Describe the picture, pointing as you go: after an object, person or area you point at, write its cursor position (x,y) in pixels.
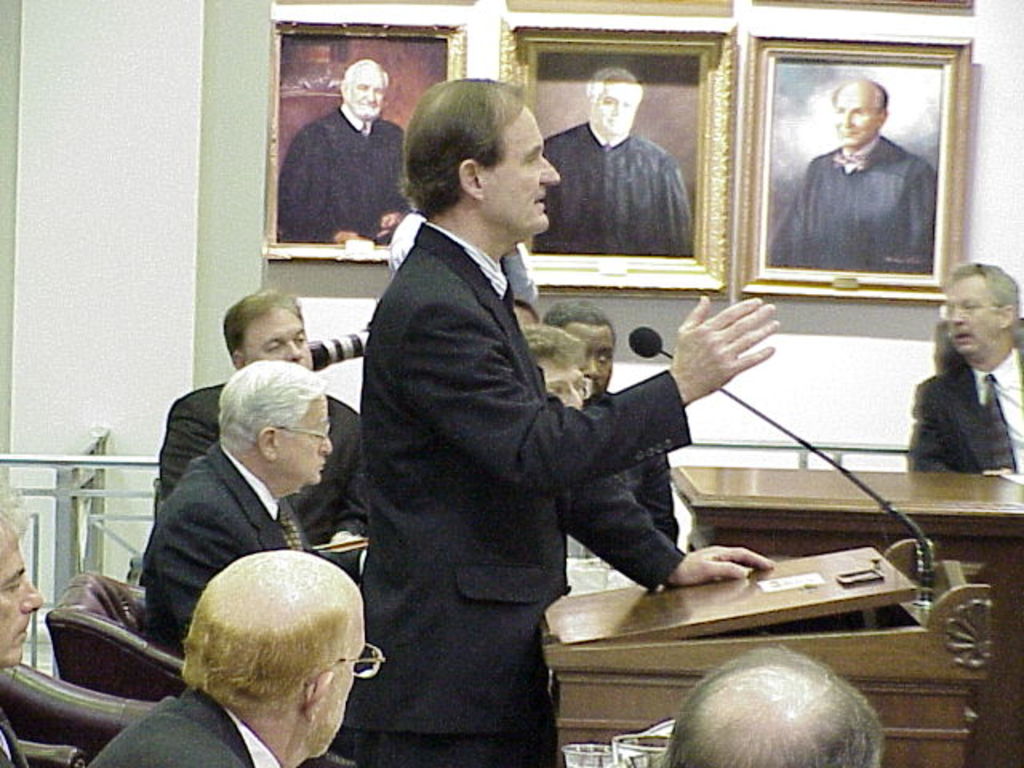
In this image we can see a man (703,566) standing and there is a podium (661,626) with a mic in front of him and there are few people (280,444) sitting on chairs (94,697) and there are some other objects (1002,482) and we can see few photo frames (662,280) attached to the wall (147,206) in the background (599,48).
